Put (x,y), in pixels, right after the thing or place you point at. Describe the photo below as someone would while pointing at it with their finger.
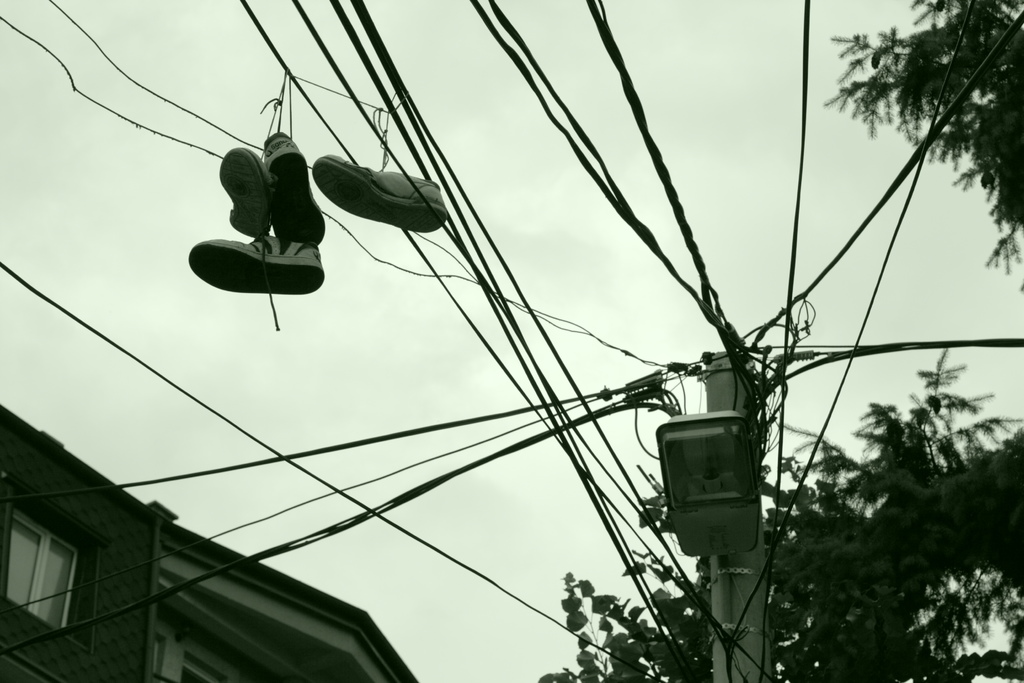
In this picture there is a electric pole (711,573) and there are cables (736,355) attached to it and there are some shoes (318,267) which are tied here to the cables (400,89). On the right (962,77) I can see there are some trees (858,552) and there is a building (226,641) and the sky (216,394) is cloudy.
